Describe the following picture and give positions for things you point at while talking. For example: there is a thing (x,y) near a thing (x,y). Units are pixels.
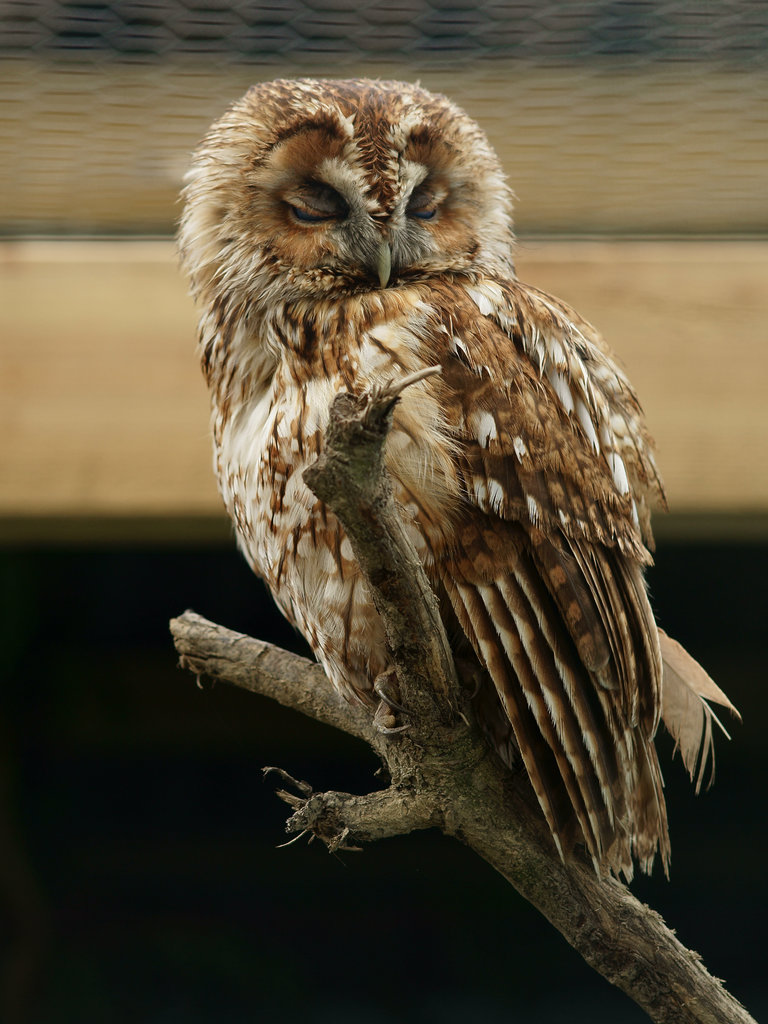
In this image there is an owl (506,469) on a stem (670,964), in the background (171,809) it is blurred.
